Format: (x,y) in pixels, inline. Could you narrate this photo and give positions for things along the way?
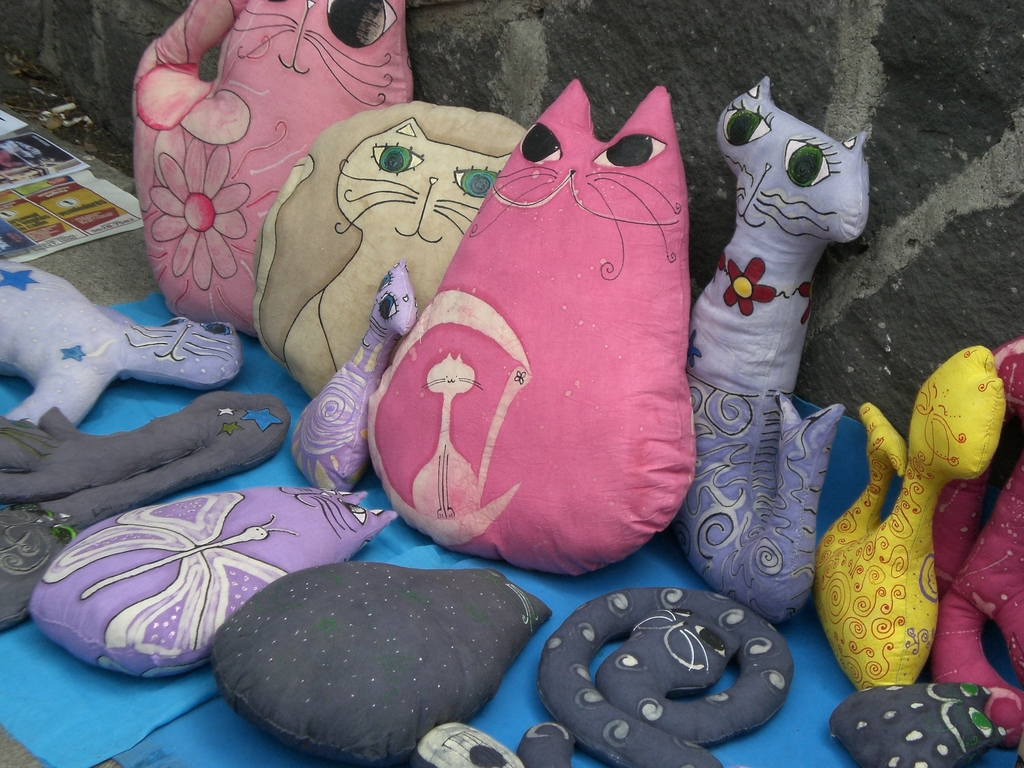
In the center of the image (437,274) there are soft toys (492,193). In the background of the image (455,101) there is wall (589,68). To the left side of the image (65,163) there is paper (91,224).
